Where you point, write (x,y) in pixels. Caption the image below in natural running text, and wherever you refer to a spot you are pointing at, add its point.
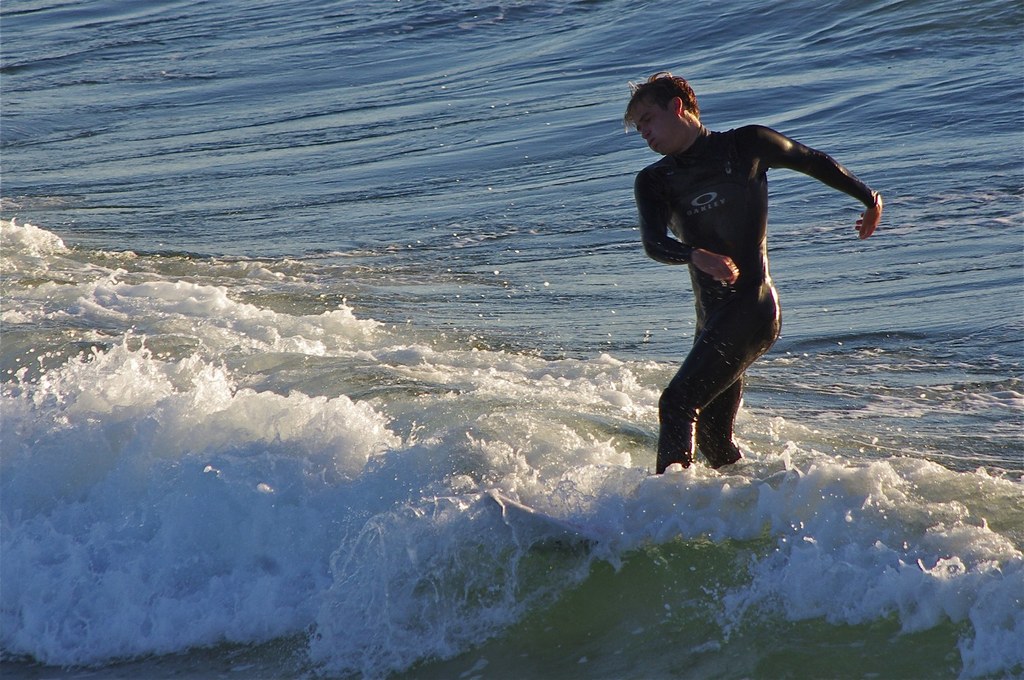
In this picture there is a man (705,325) standing in the water (256,429) wearing a swimming costume (736,296).
